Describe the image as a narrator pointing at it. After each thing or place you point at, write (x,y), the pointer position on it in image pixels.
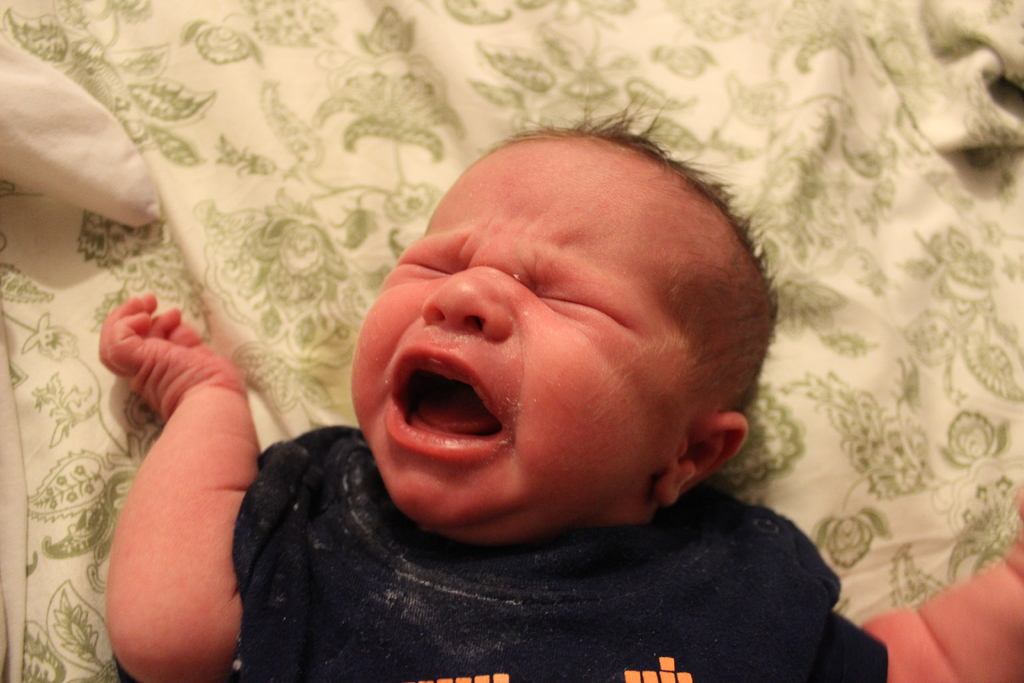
In this image, we can see a baby (460,393) on the bed (94,75) crying and there is a pillow (52,113).
